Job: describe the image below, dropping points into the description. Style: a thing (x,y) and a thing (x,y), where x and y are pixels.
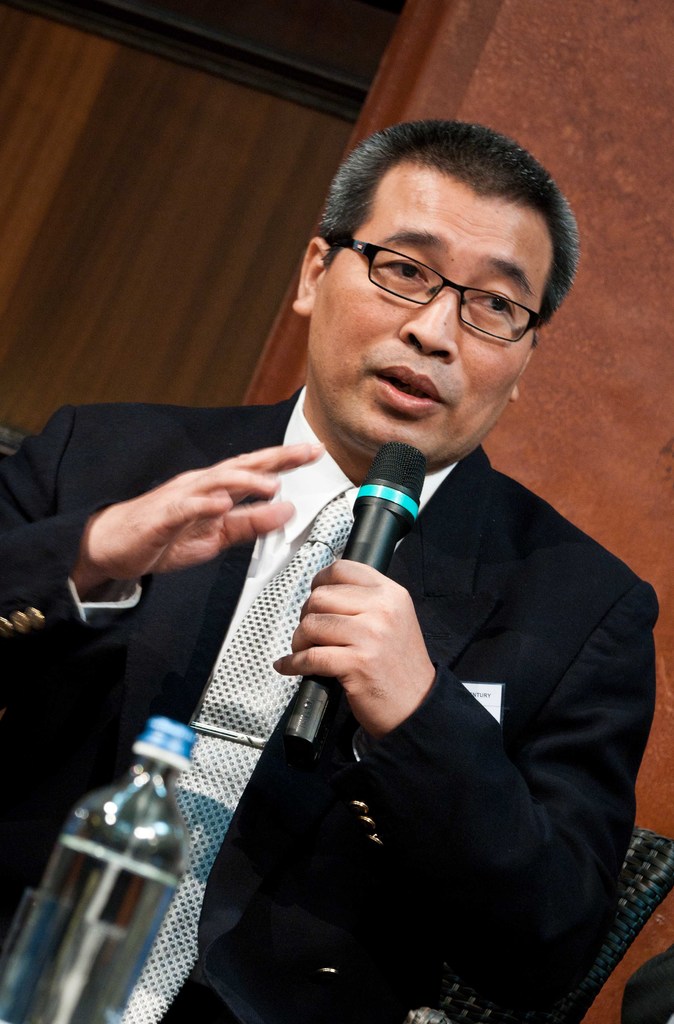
In this picture a black coat guy (210,499) is talking with a mic (381,496) in his hand (385,670) and there is a water bottle (91,914) on top of the table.
